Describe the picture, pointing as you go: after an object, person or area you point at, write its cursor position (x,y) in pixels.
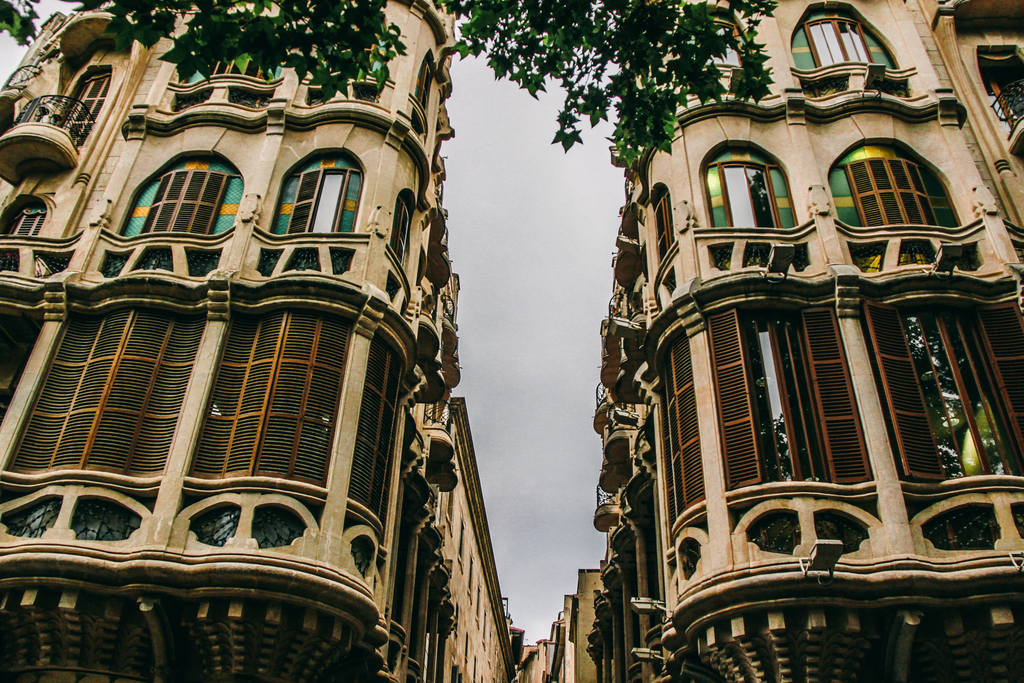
In this image, we can see buildings (418,455), lights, windows (776,214) and we can see trees (524,51). At the top (519,211), there is sky (488,307).
